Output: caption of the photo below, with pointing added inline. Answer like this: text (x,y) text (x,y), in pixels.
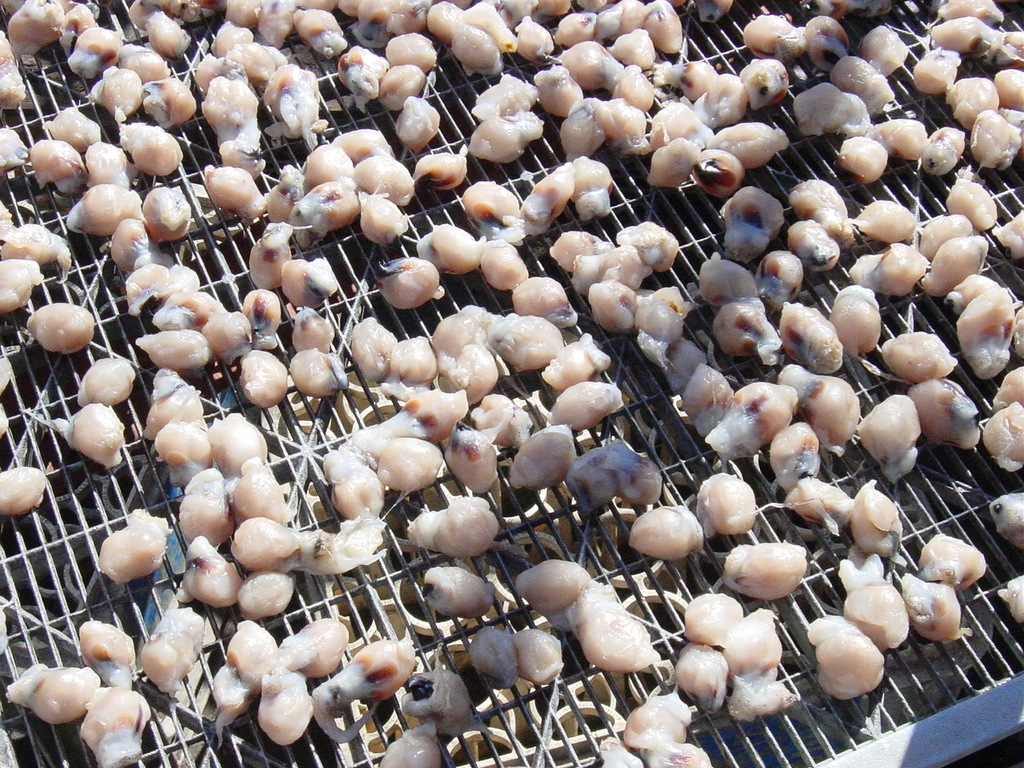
As we can see in the image there are meat pieces (647,501).
